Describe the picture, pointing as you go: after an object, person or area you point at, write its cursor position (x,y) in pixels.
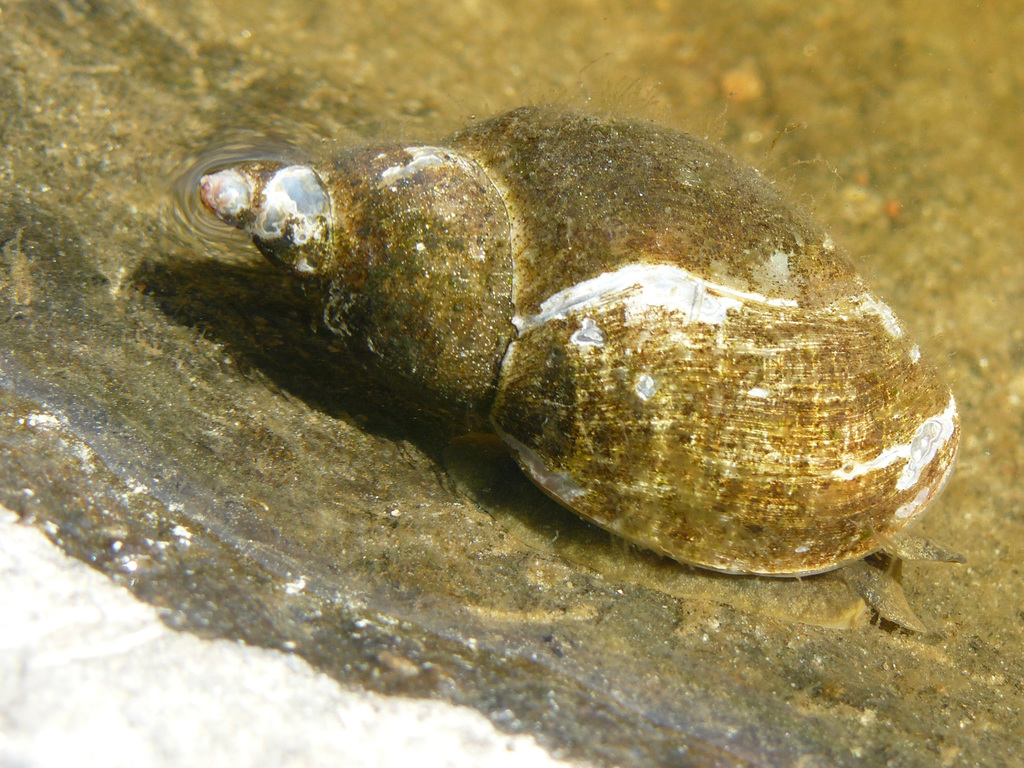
There is a seashell (469,319) on a surface (59,135).
